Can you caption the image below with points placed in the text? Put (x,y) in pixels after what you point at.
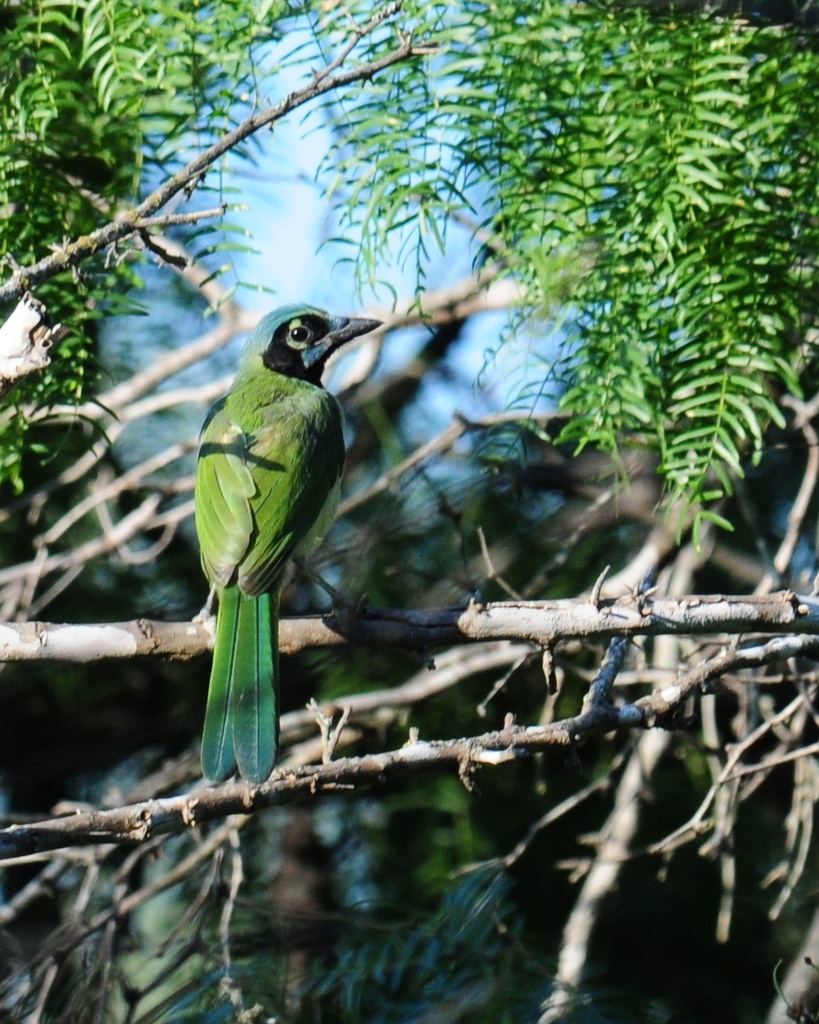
In this image we can see a bird (346,618) on the stem (333,635) and there are some trees (343,551), in the background (210,192), we can see the sky (214,193).
